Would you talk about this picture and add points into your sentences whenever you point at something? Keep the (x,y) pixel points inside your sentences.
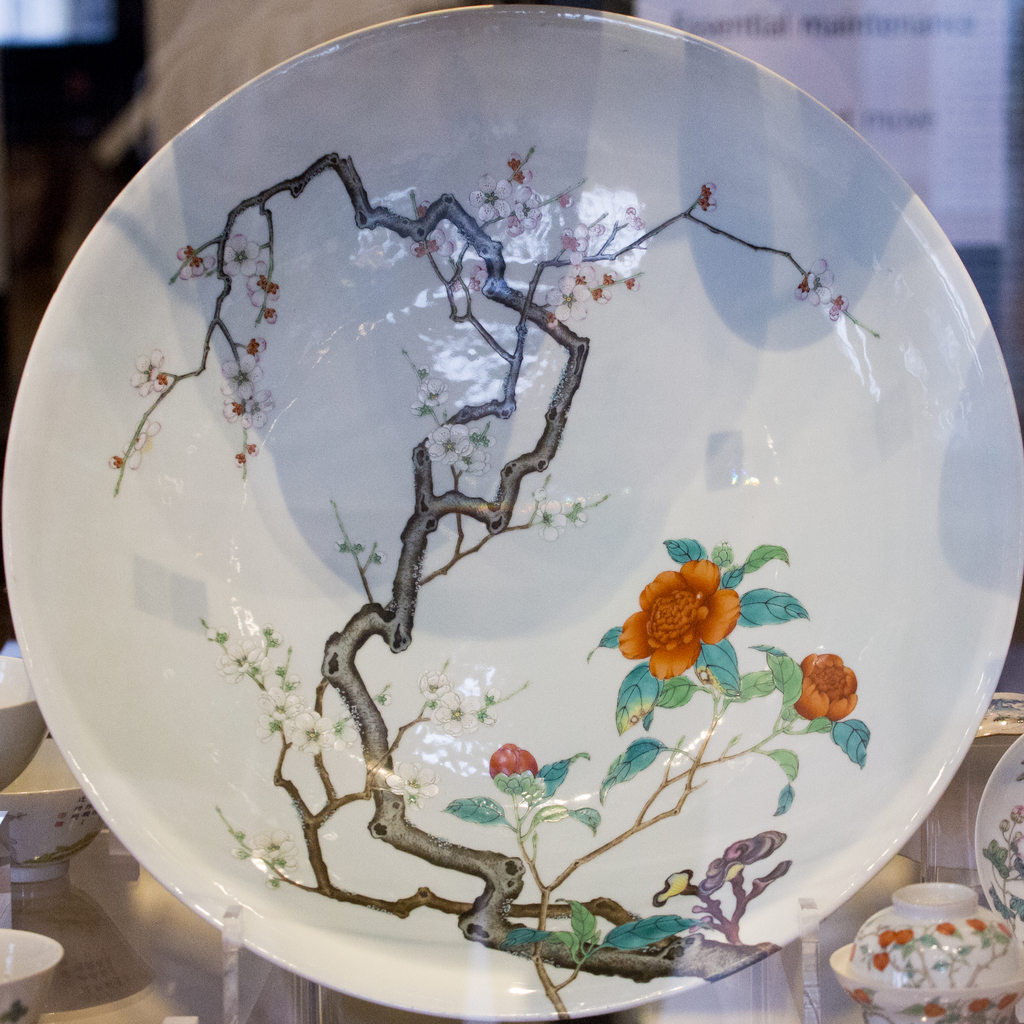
In this picture we can see a plate (681,473) with a painting (544,434) on it and in the background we can see bowls (1,684) and some objects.
